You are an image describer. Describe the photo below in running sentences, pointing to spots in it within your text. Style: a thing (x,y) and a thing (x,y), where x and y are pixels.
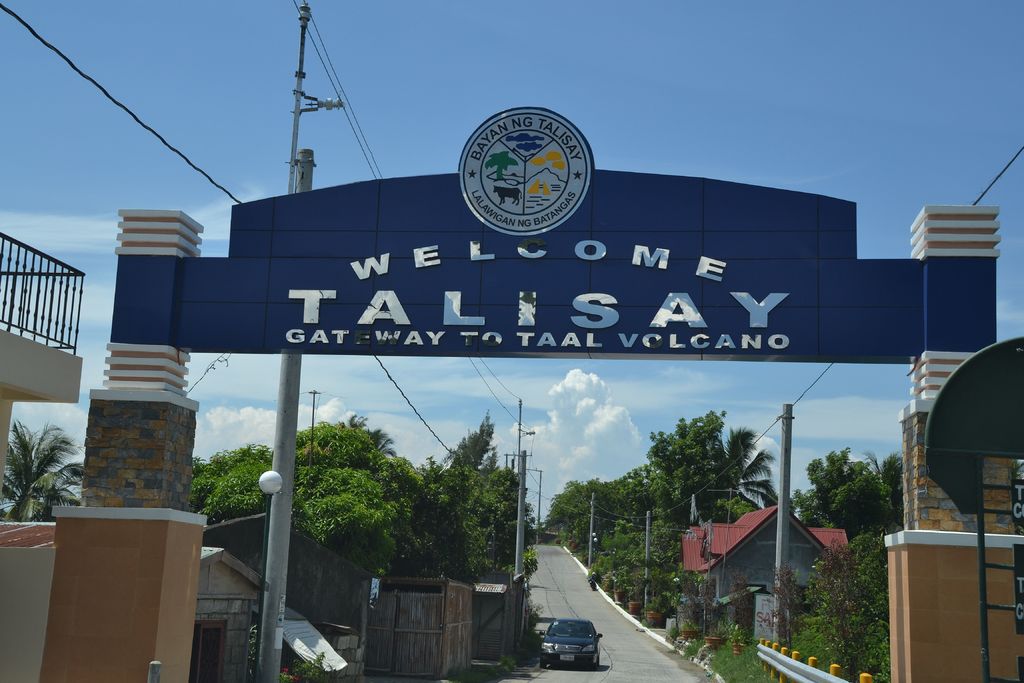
In this image in the front (549,327) there is a board (592,304) with some text (518,248) written on it. In the center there are poles (280,621) and there are houses (761,552) and there is a car (590,642). In the background (470,523) there are trees (470,504), poles (519,490) and there are wires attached to the poles (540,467) and the sky (445,434) is cloudy.
